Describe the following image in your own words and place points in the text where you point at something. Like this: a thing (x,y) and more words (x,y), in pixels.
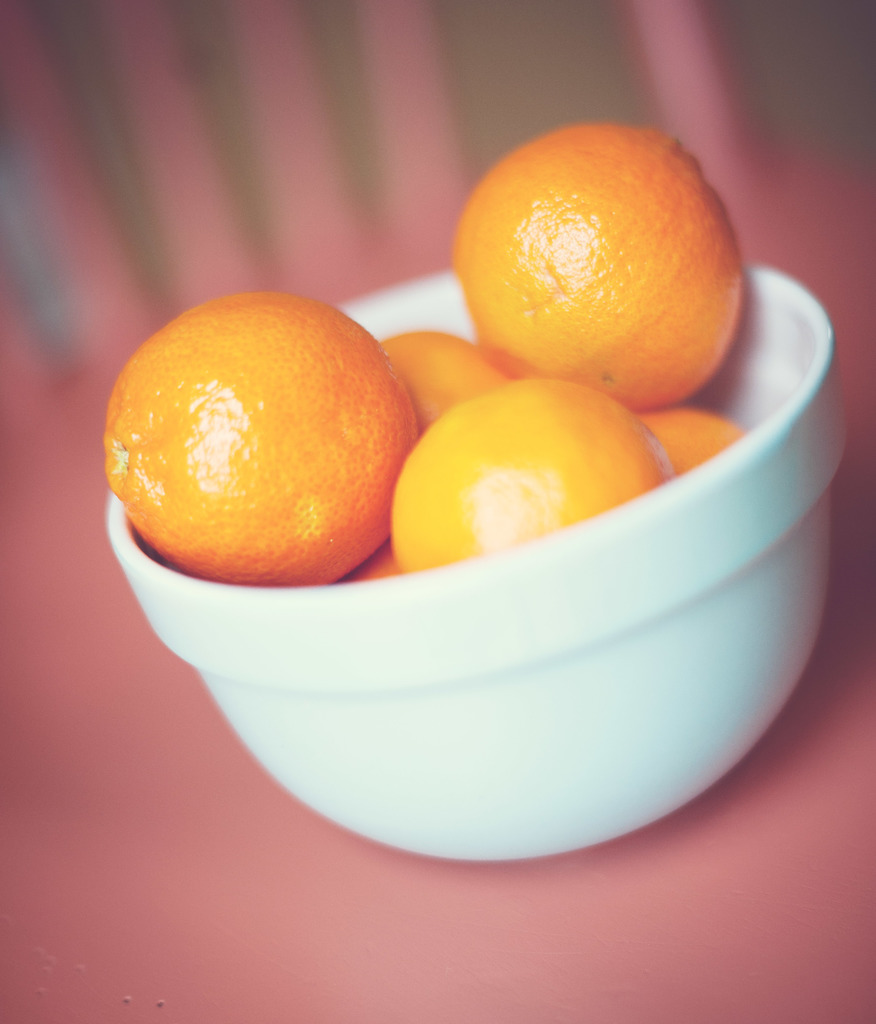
In this picture I can see the pink color surface (21,940) on which there is a bowl (710,410) and I see oranges (466,378) in it. I see that it is blurred in the background (299,169).
